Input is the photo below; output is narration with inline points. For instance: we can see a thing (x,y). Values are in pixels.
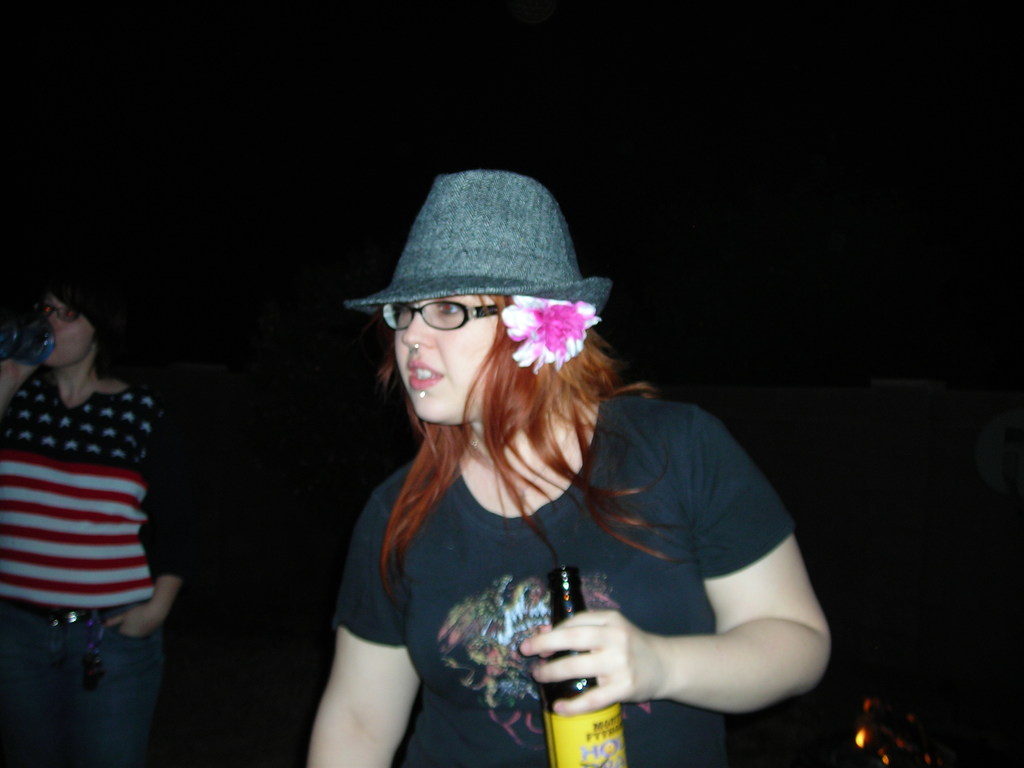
In this picture we can see a woman (508,520) standing and holding a bottle (611,741) with her hand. she wear a cap (526,261). She has spectacles (489,309). And there is a flower (564,313). Even we can see one more person (51,657) on the left side of the picture (85,696).
